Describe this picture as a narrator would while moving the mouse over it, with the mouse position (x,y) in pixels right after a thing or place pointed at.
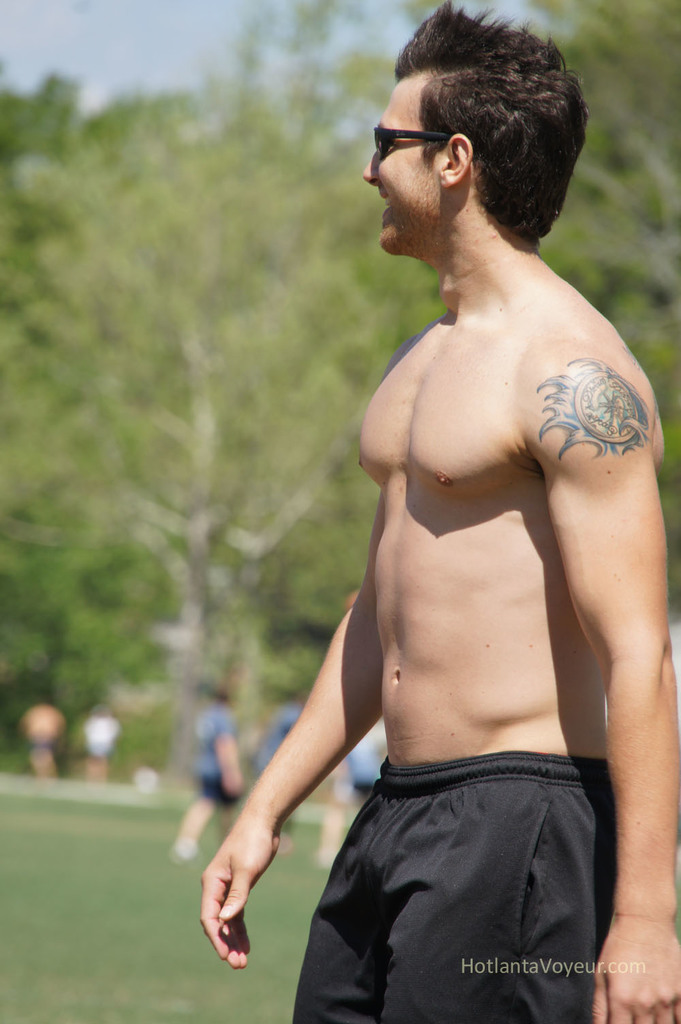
In this picture, there is a man (391,579) towards the right (493,515). He is wearing black shorts (512,801). In the background (127,983), there are people (40,768), grass (140,958) and trees (282,374).
